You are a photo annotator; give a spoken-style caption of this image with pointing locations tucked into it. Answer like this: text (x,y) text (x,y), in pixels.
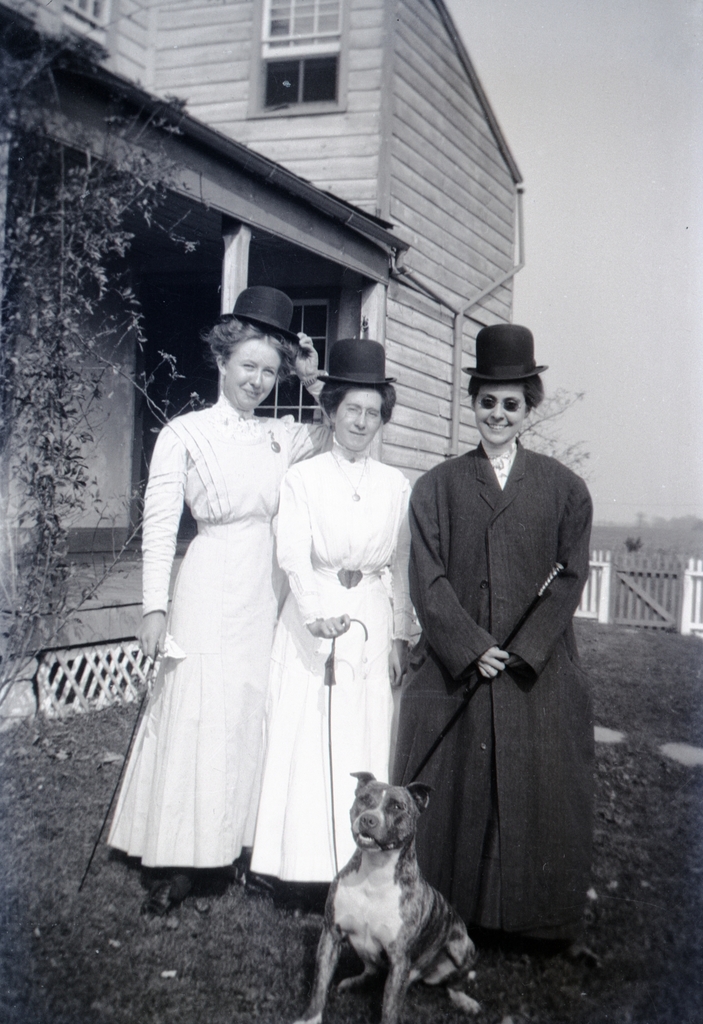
In this image, we can see three women (330,534) are standing and smiling. They are wearing hats (387,383) and holding sticks (139,714). At the bottom (530,954), we can see a dog (389,943) is sitting on the grass (443,1006). Background (65,136) we can see house (374,281), pillar (225,256), wall (430,410), windows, fencing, plant (69,302) and sky (495,13).
